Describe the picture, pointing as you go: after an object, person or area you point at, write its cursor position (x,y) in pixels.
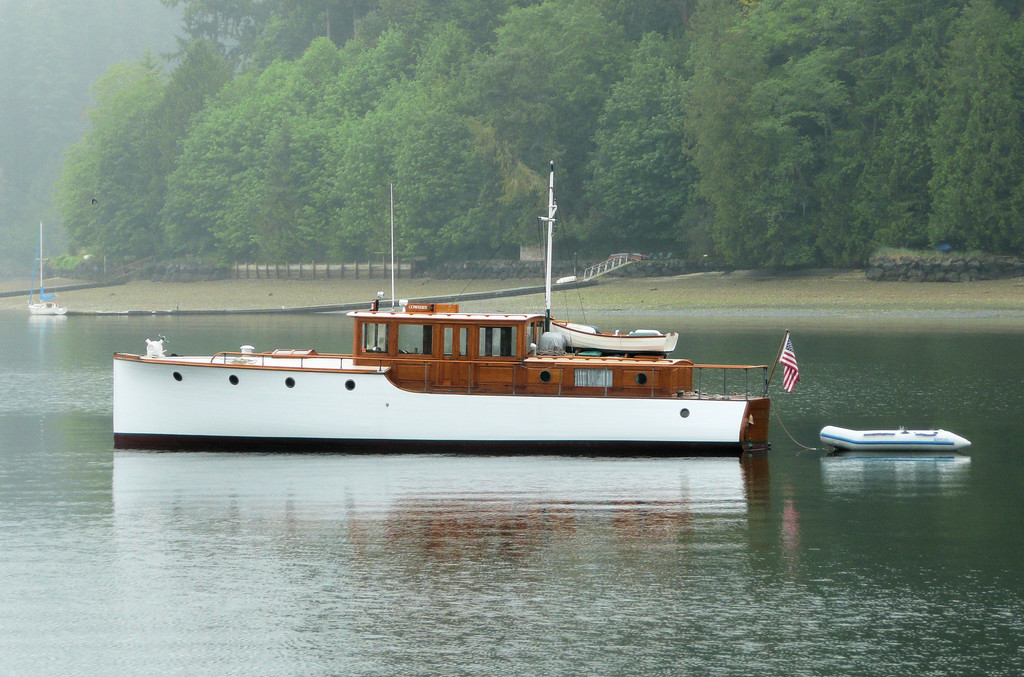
We can see ships (629,412) and boat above the water (314,459). We can see poles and flag (789,371). In the background (255,273) we can see trees (836,193), plants (852,249), wall (918,275), grass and fence (388,265).
